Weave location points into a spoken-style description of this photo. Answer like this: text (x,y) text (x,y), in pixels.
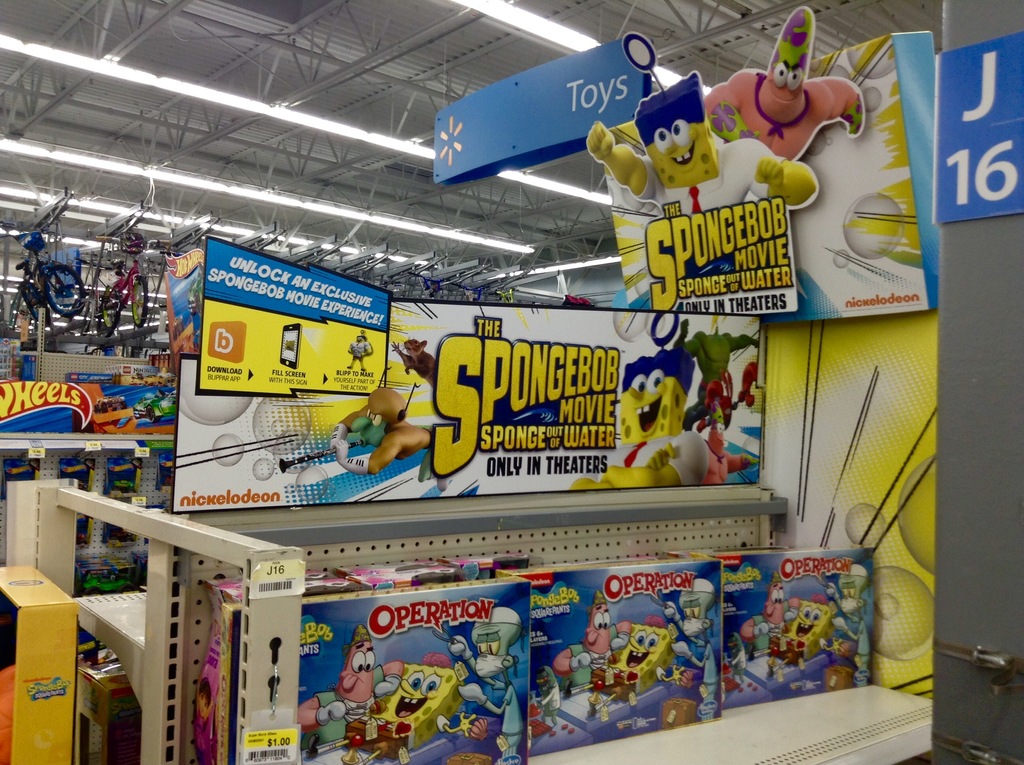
In this image I can see many colorful boxes (471,694) on the rack (655,747). I can see many boards (408,441). In the background (143,310) I can see few more boxes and many bicycles (120,310) hanged. I can see the lights (392,145) and the board (492,110) at the top (473,113).
